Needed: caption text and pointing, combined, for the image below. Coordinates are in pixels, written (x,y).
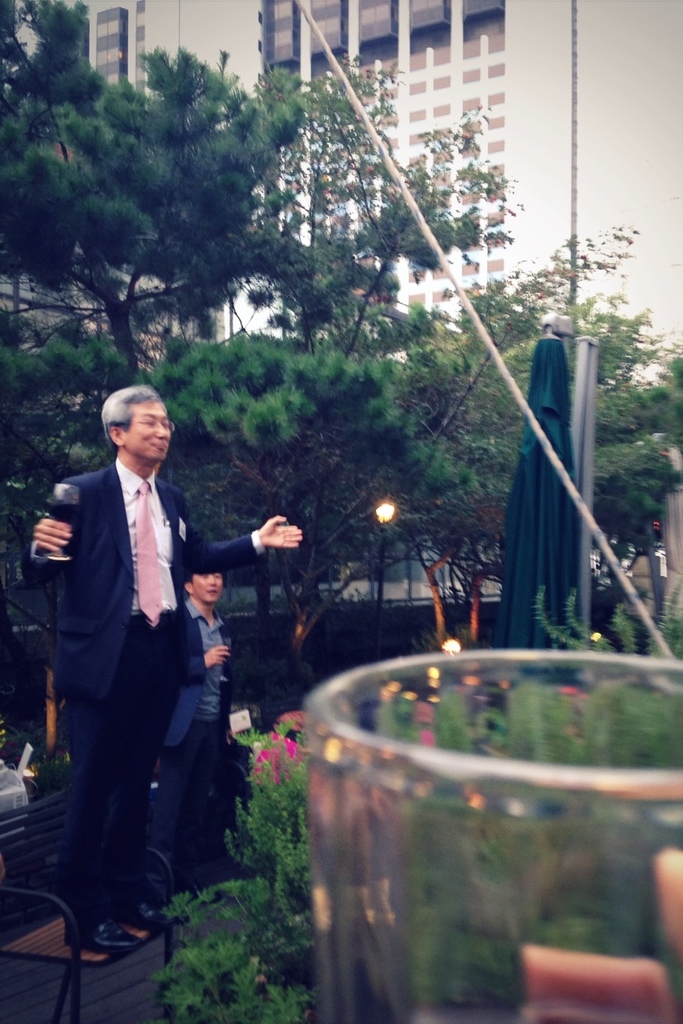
In this image on the left side (106,742) there are two persons (120,630) standing, one on bench (51,962), behind them there are trees (358,242), building (214,325), in front of them there is a circular shape glass (466,665) behind which there are plants (281,789), there is a rope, behind glass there is a flowering plant (258,873).
